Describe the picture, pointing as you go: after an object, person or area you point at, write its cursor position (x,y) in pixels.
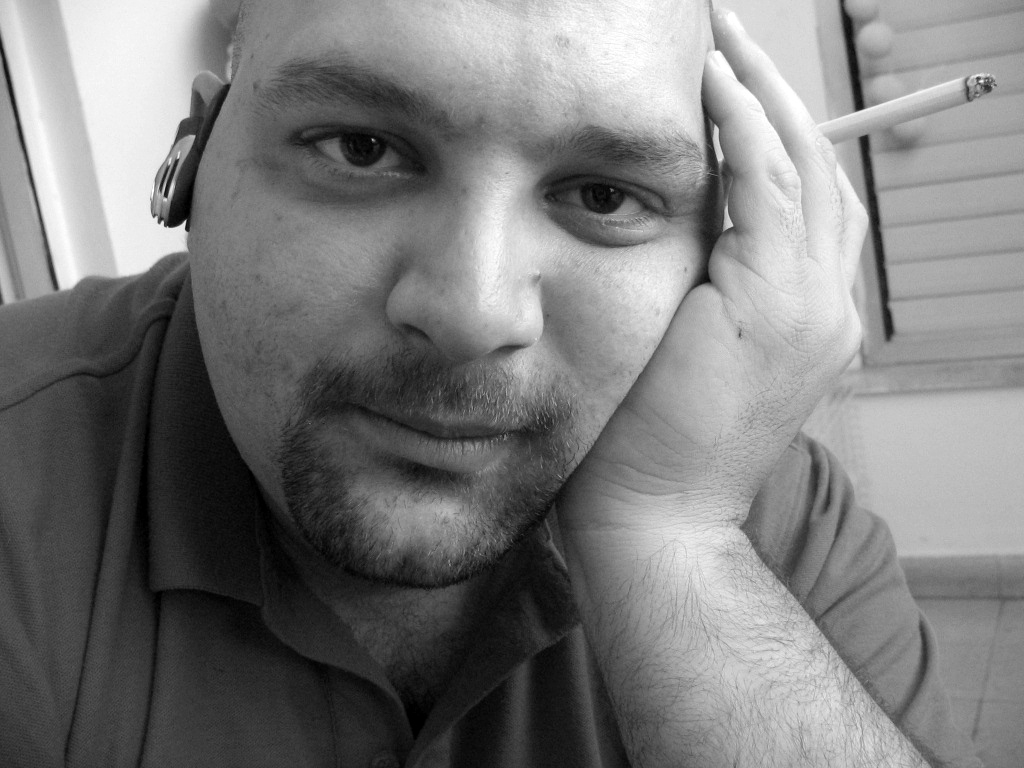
This picture shows a man (219,418) seated and holding a cigarette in his hand (837,185) and we see a window (899,292) on the side.
